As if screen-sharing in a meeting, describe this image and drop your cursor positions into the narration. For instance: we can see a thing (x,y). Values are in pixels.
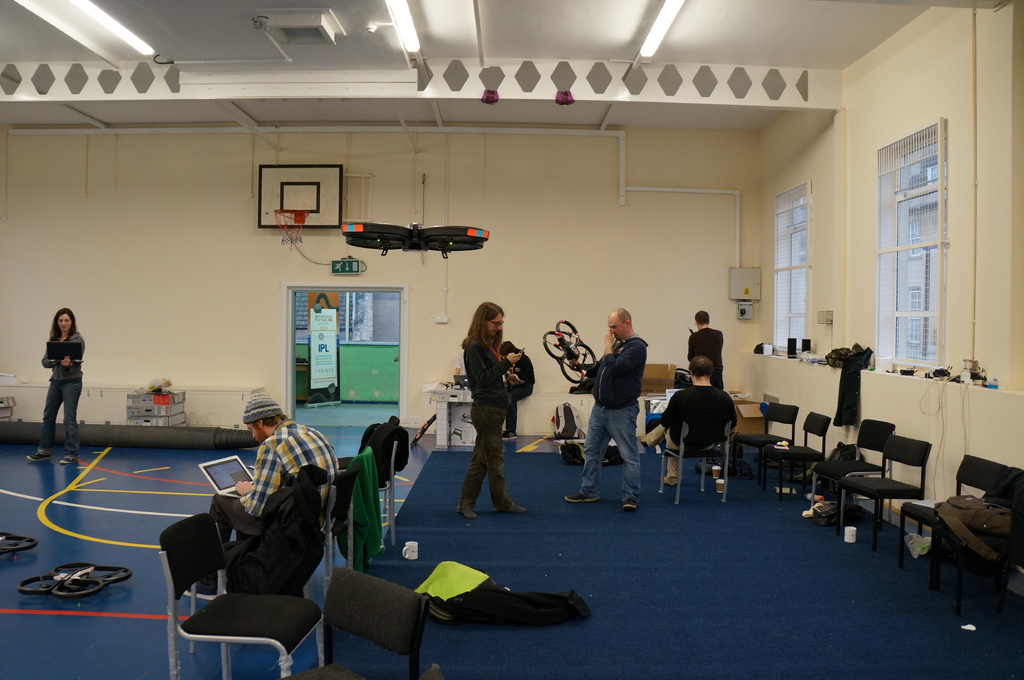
In this image I can see group of people (291,445), some are standing and some are sitting. In front (285,461) the person (264,467) is wearing yellow, white and blue color shirt (273,458) and holding the laptop (215,487). In the background (935,553) I can see few chairs (941,536) and I can also see the wall (596,220) in cream color and few glass windows (792,250).
